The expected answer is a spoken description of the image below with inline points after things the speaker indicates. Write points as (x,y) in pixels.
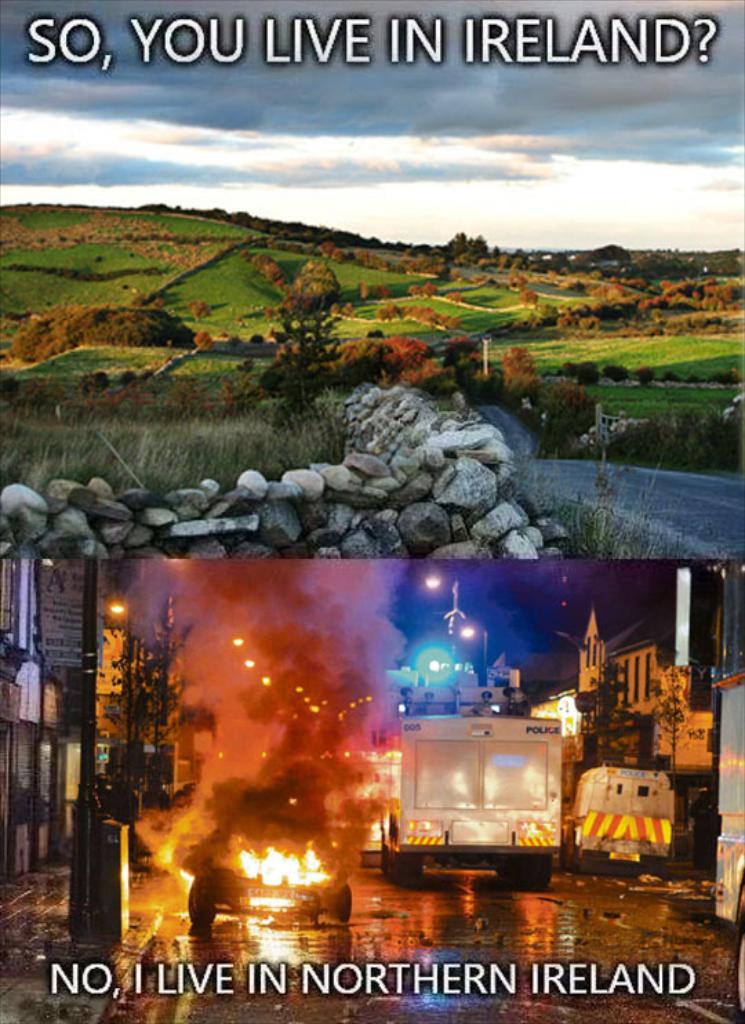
In this picture at the top (123,338) we have grass (198,280), mountains (243,260) and greenery (374,262) & in the bottom (335,883) image we have vehicles (314,915) on the road (381,947) with fire (307,870).
